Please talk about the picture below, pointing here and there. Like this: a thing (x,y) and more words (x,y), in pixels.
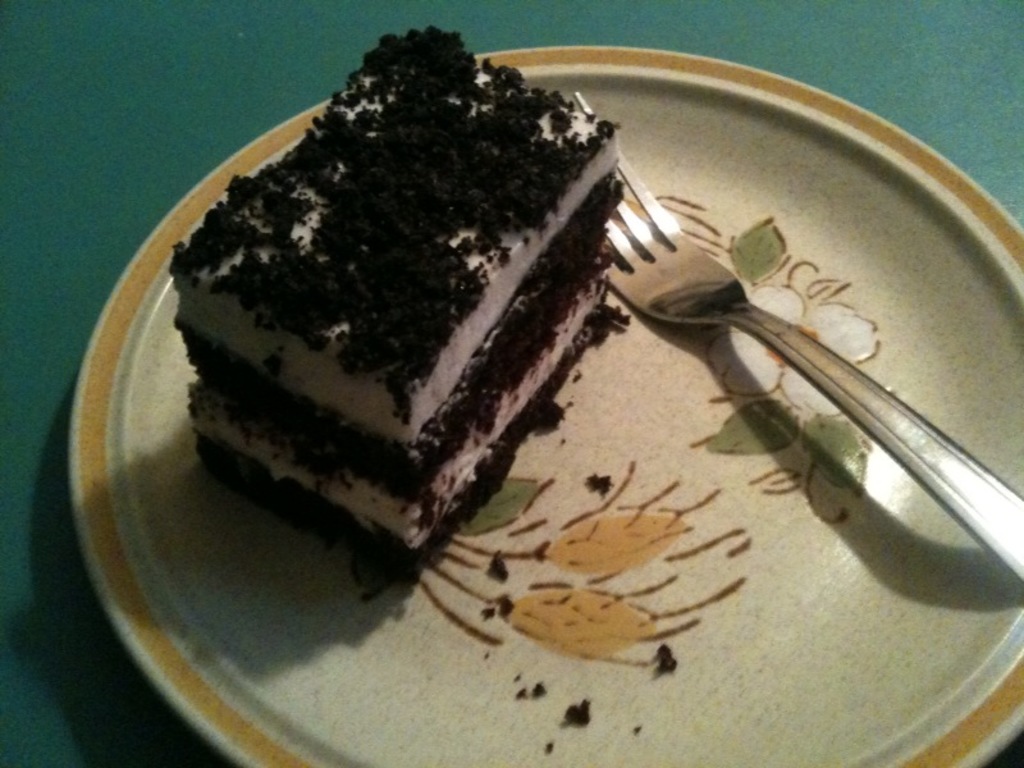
On this plate (715,565) there is a piece of cake (556,363) and fork (655,263). This plate (854,190) is kept on a green surface (90,209).
